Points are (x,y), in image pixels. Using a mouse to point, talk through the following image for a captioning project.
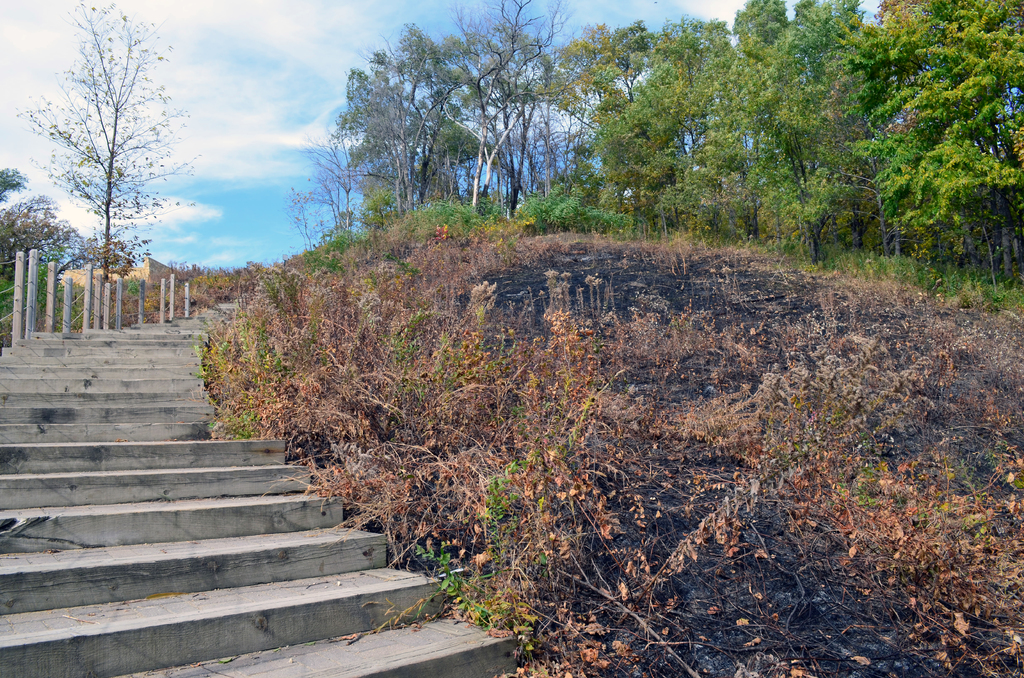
In this picture there are stairs (205,482) and a boundary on the left side of the image (169,304) and there is greenery (459,308) in the image.
